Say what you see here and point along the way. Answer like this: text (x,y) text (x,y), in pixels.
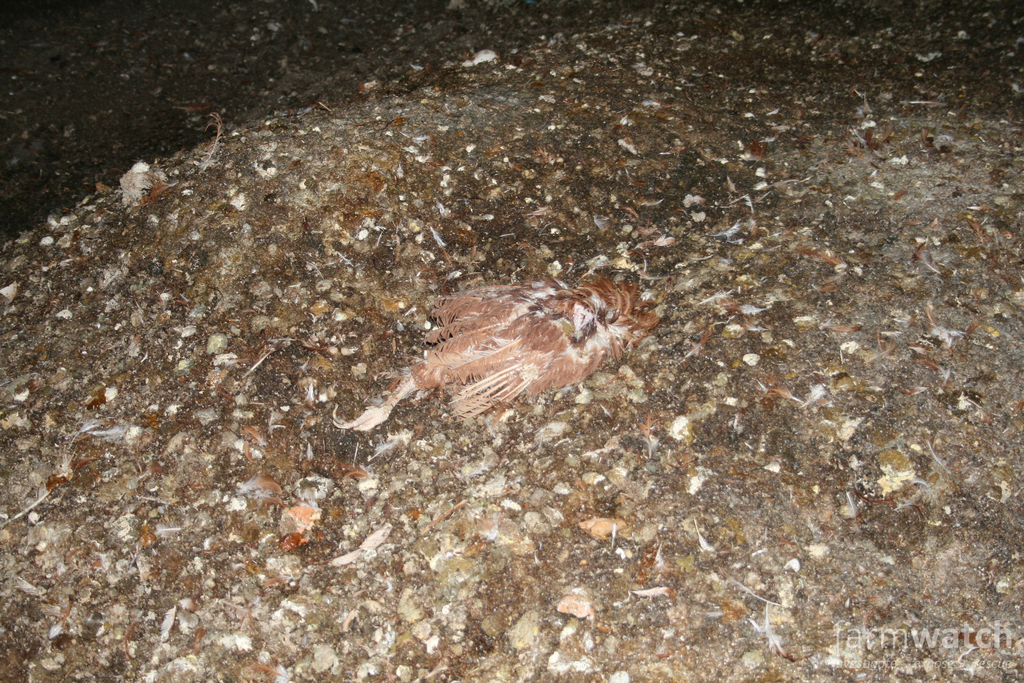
In the picture we can see a rock stone surface (759,479) on it, we can see a group of feathers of a bird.
